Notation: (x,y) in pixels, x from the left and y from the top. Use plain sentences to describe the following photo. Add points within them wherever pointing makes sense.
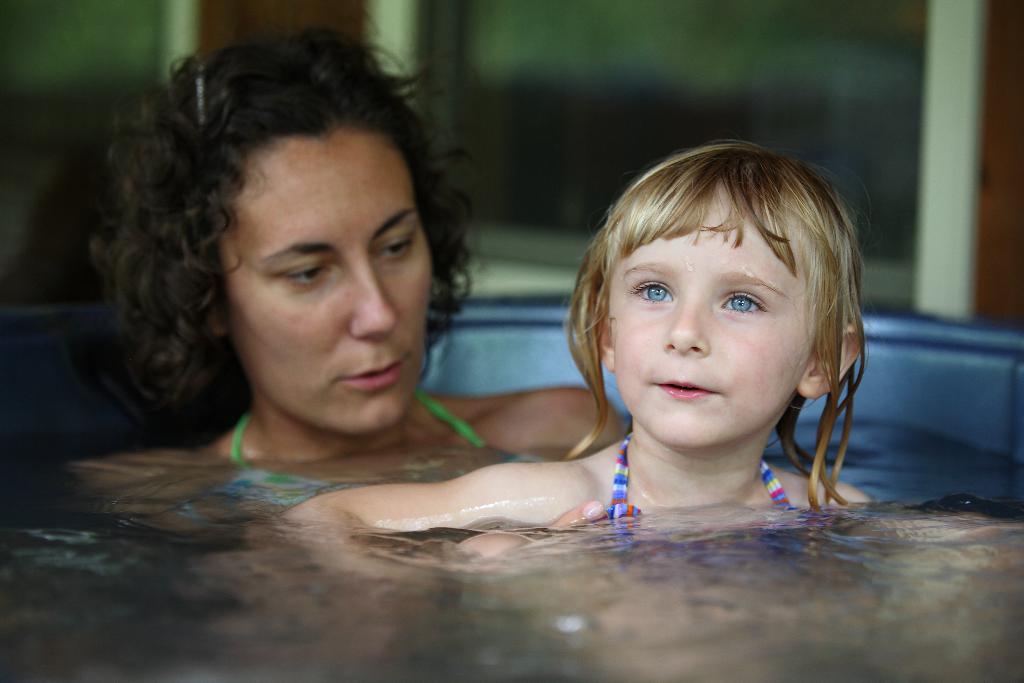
In this picture I can see there is a woman (539,399) and a girl (617,495) in a bathtub (505,327) and the woman (459,288) is looking at the girl (691,315). The backdrop (250,6) is blurred.
